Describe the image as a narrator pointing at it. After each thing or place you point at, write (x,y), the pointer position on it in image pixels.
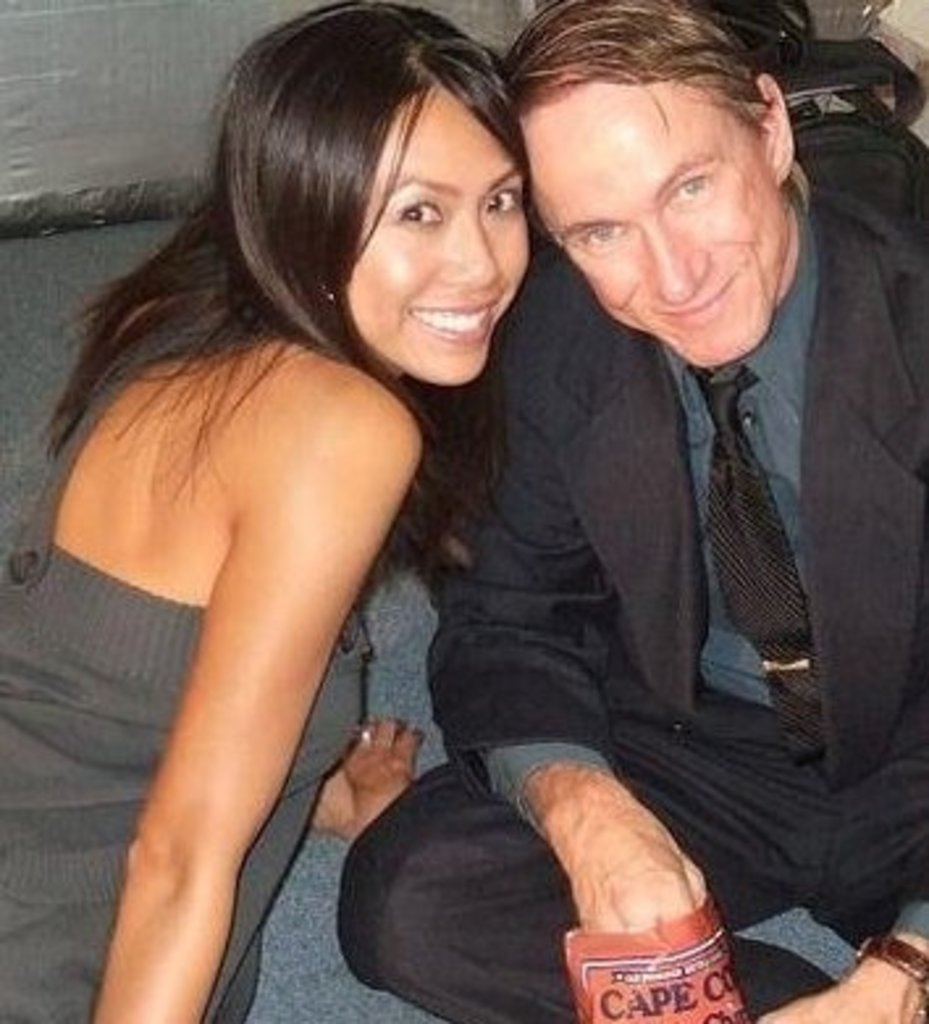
In the center of the image (425,362) we can see man (567,369) and woman (368,348) sitting.
